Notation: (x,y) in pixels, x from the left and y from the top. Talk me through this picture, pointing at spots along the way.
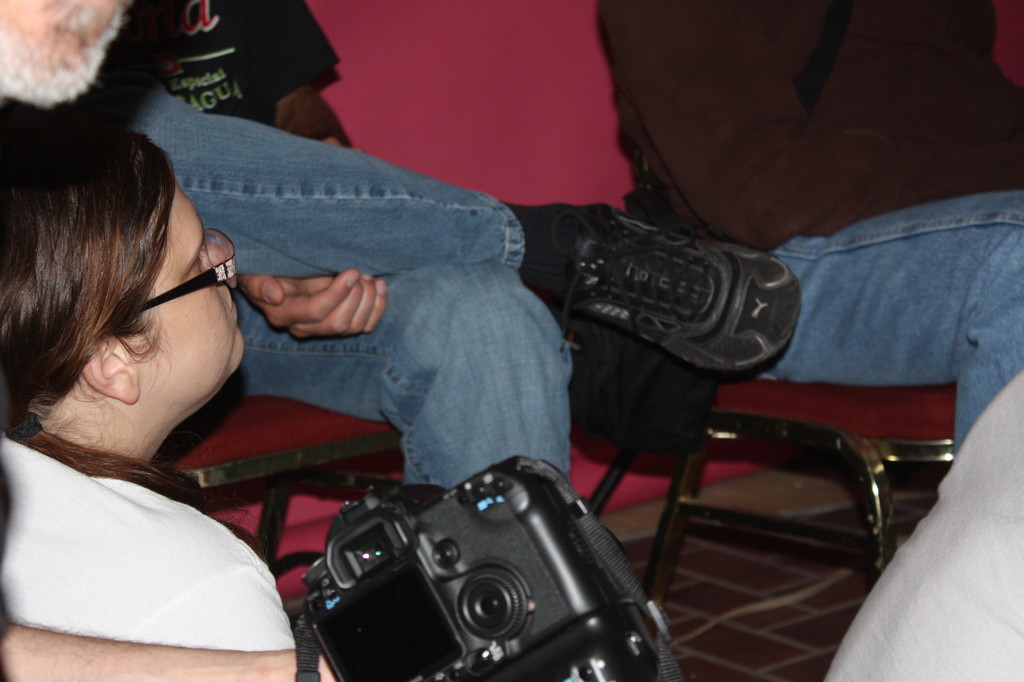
In this picture there are people (512,237) those who are sitting in the center of the image (346,423) on the chairs (671,515) and there is a camera (437,603) in a hand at the bottom side of the image (395,612).
